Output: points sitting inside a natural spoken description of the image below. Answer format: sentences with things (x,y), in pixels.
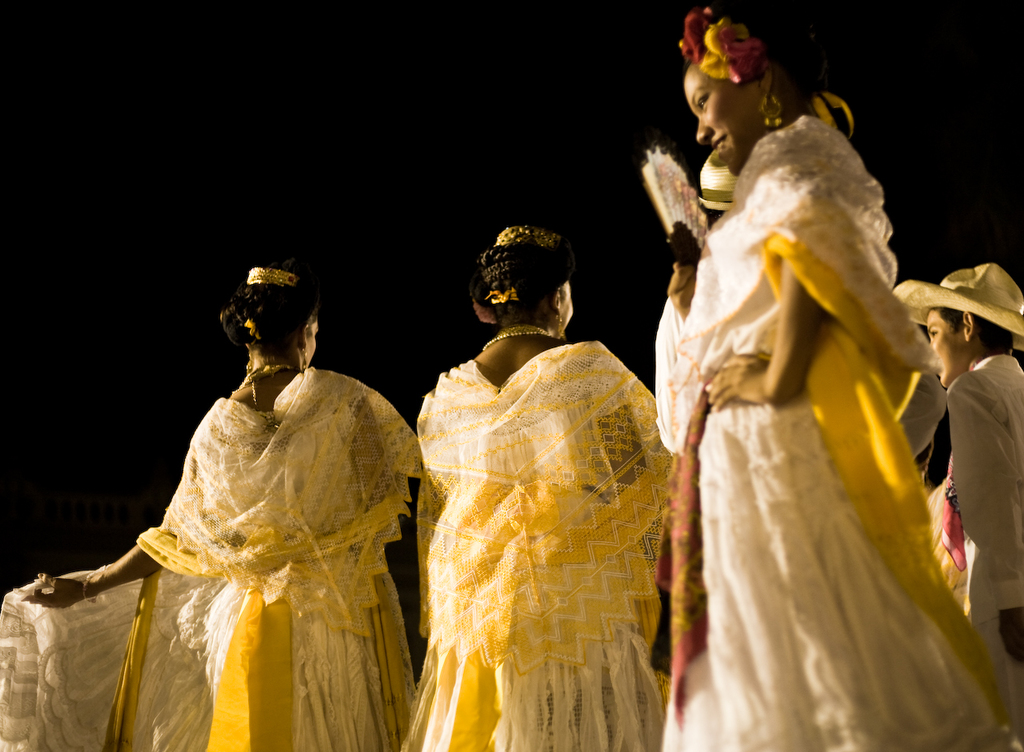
In this picture I can see on the right side (881,641) a woman (796,418) is standing and smiling, she wore white color dress (828,454). On the left side (257,674) 2 women (481,604) are there, they wore pale yellow color dresses (455,583). At the top (440,108) it is the black color.
